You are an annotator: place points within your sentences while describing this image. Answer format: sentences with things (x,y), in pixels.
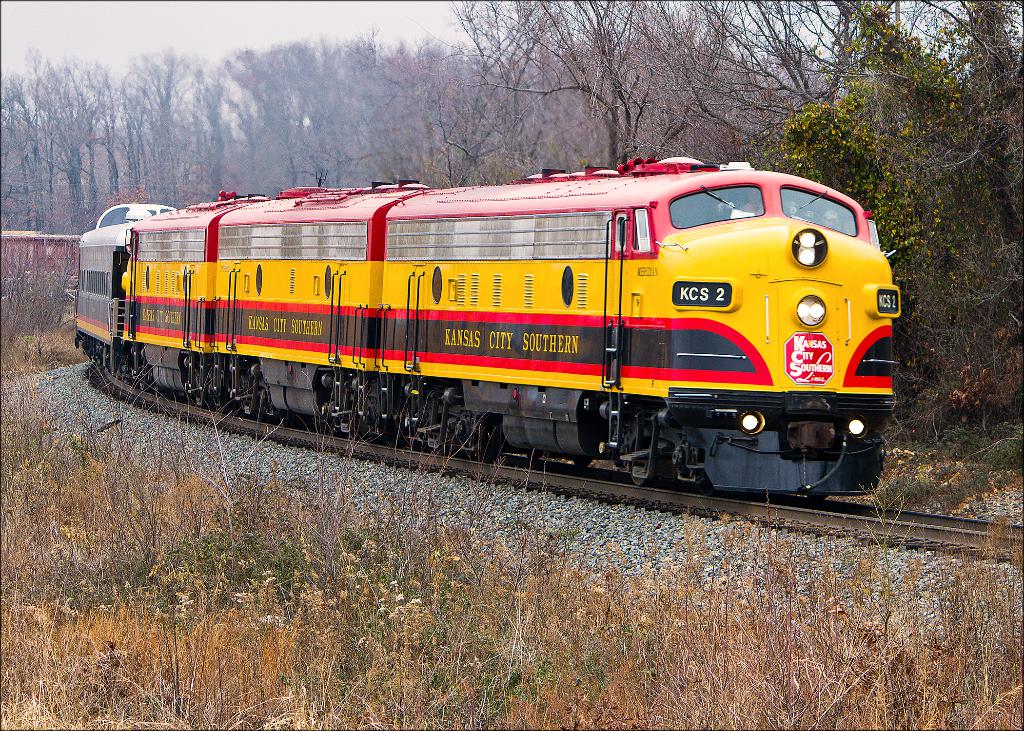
There is a train (480,349) on a railway track (881,521). On the train (781,341) there is something written. Near to the railway track (113,391) there are stones (644,566) and grasses (328,517). In the background (286,140) there are trees (799,138).
